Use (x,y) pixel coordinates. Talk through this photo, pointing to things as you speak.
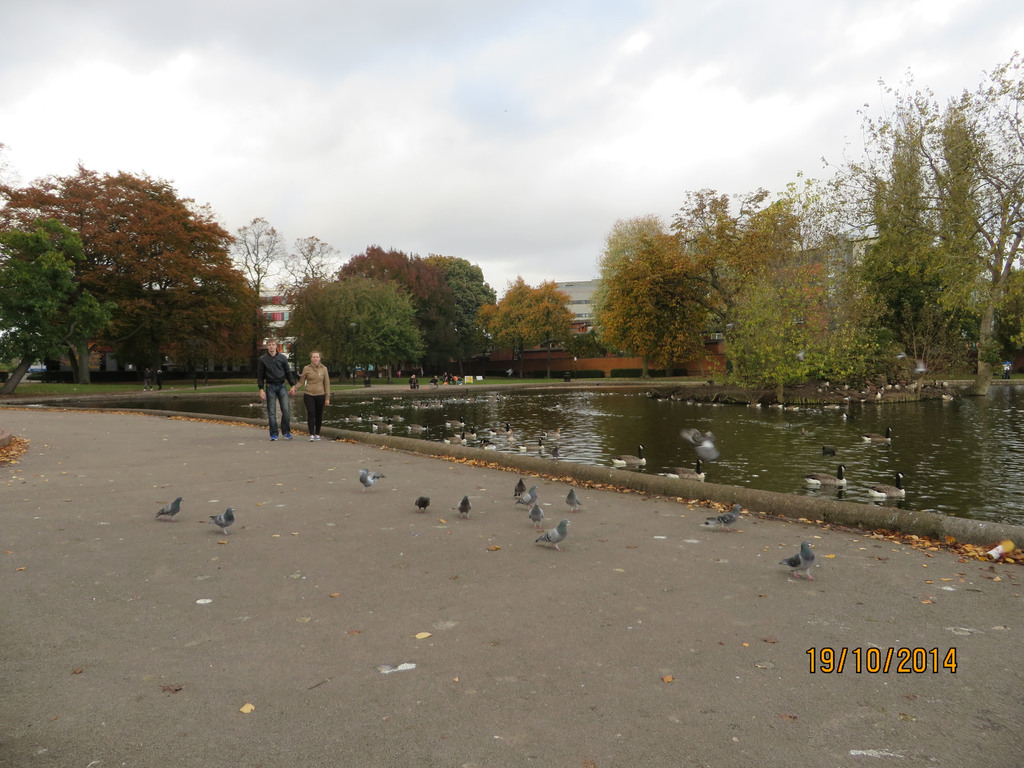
This image is taken outdoors. At the top of the image (254,72) there is a sky (653,105) with clouds (789,80). At the bottom of the image (207,560) there is a floor (278,615) and there is a pond (562,418) with water (645,418) and there are many ducks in the pond (903,432). In the middle of the image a man (275,411) and a woman (309,388) are walking on the floor (237,427) and there are a few pigeons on the floor (395,607). In the background (446,370) there are a few trees (750,365) and there is a house (575,313).
